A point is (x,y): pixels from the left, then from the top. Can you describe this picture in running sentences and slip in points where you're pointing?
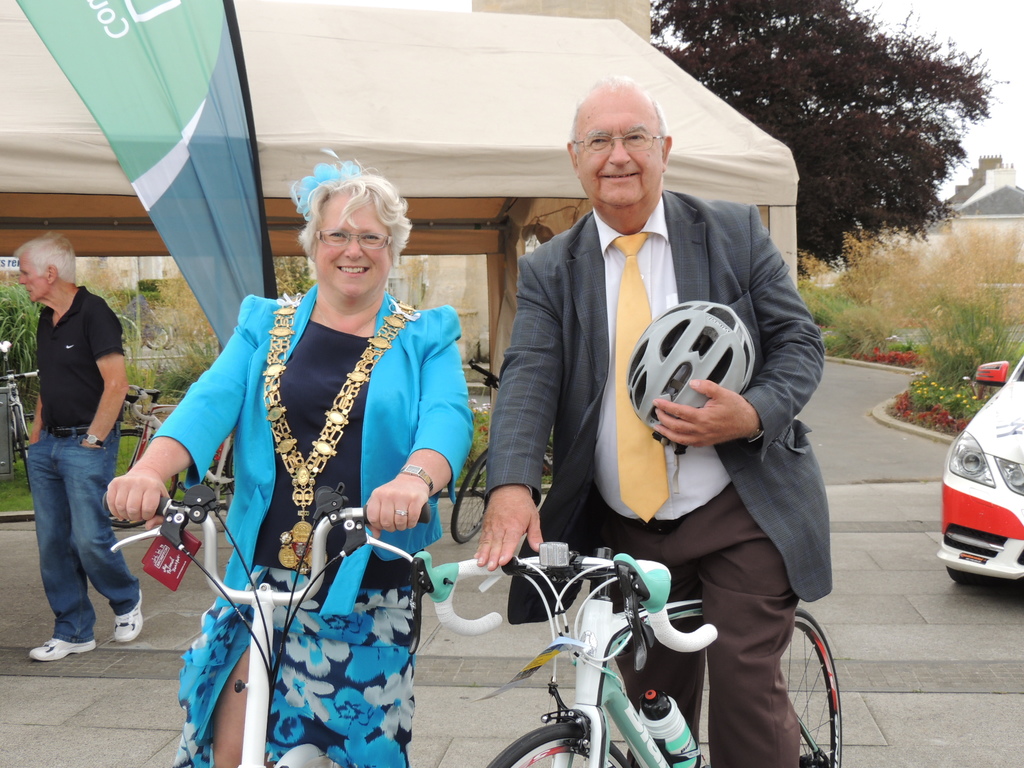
This picture shows a woman (304,493) and a man (589,460) on a bicycle (564,630). Man (696,598) is holding helmet (672,369) in his hand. He is wearing spectacles (591,148). In the background (64,345), there is another man (47,466) walking. We can see a fabric roof (391,84) in the background (833,67) and some trees (836,111) here. There is a car (990,481) on the right side (961,485). Behind the car (973,479) there are some plants (925,314) here.
